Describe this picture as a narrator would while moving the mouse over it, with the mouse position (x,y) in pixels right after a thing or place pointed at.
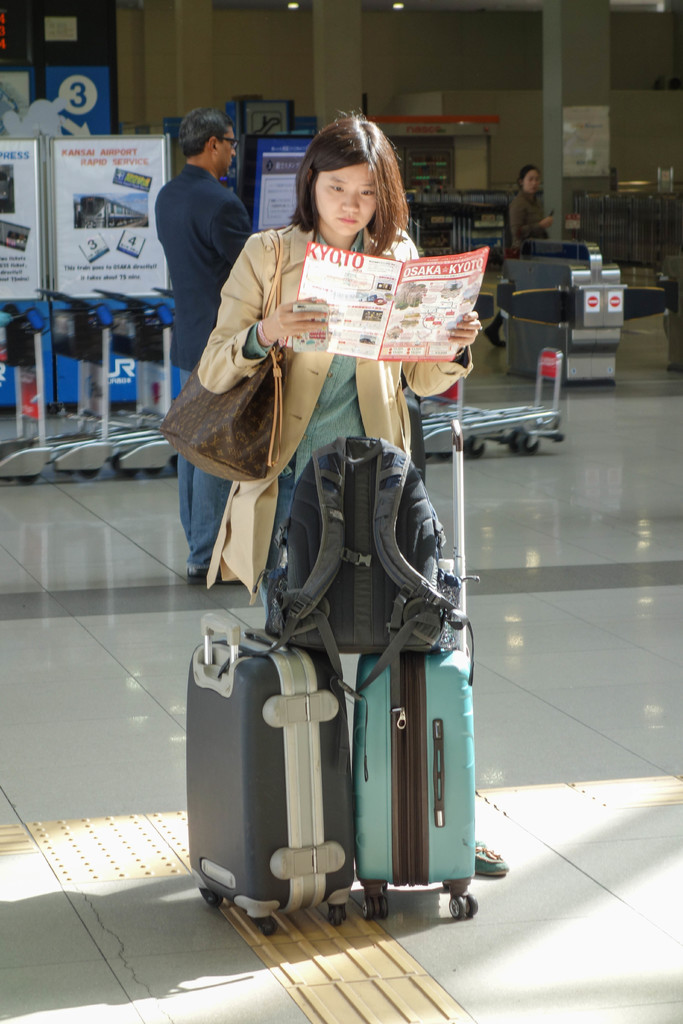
In this image we can see a woman (364,388) standing in the center (308,406) with her luggage (412,455) and she is reading a magazine (385,298). In the background (222,244) we can see a man (229,256) standing on the left side (222,199) and there is a woman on the right side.
